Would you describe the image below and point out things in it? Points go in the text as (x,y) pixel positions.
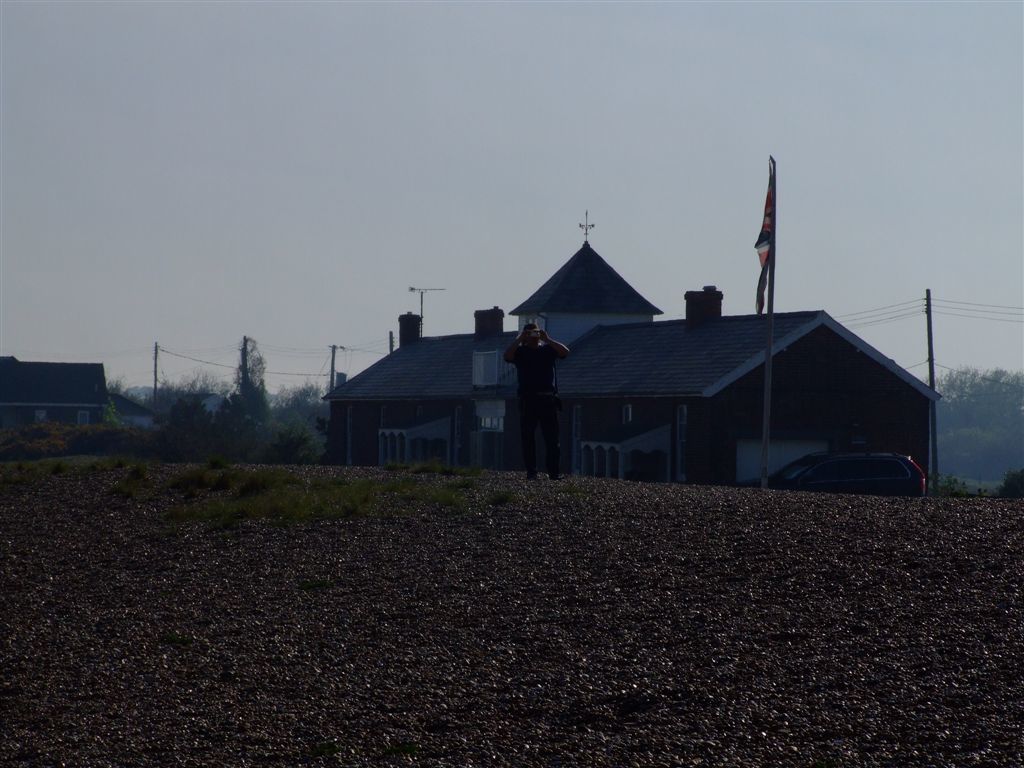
In this picture I can see the open land (391,523) on which there is grass (345,485) and a man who is standing and holding a thing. In the background (435,365) I can see few buildings (405,343), poles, a flag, wires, number of trees (1003,455) and a car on the right side of this picture (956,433). On the top of this picture (304,197) I can see the sky (572,221).
